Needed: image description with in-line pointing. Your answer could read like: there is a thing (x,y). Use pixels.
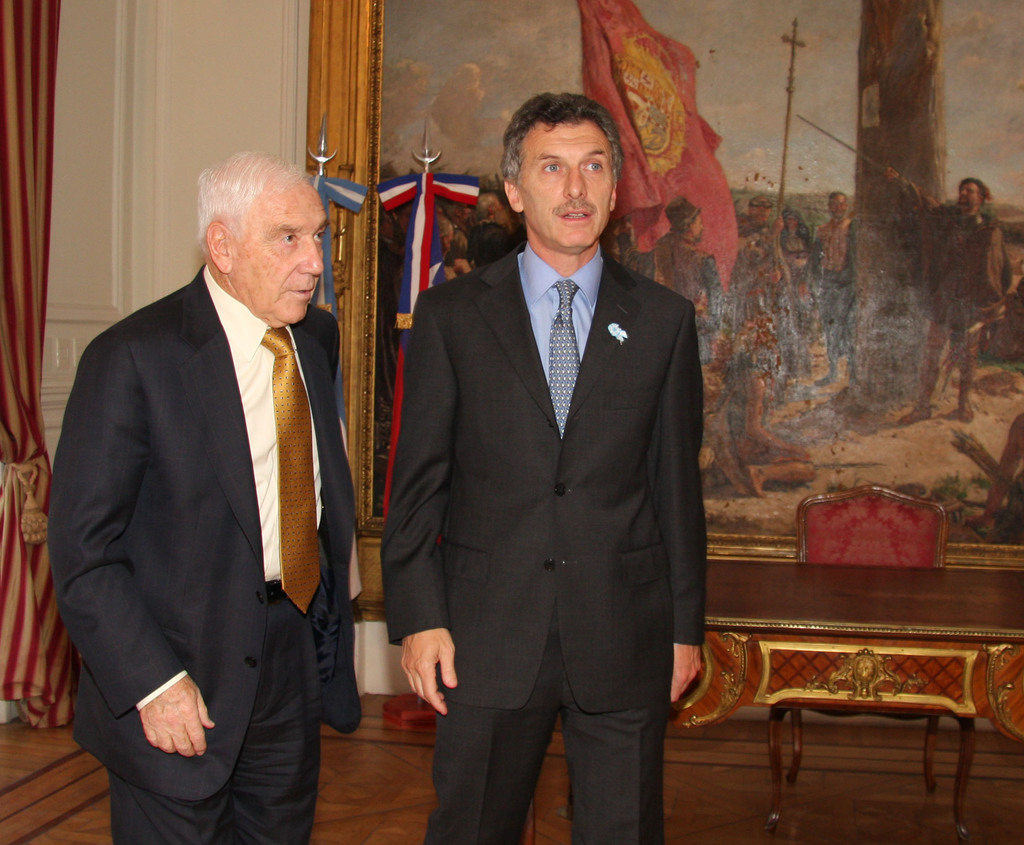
In this picture there are two men (504,529), both of them are wearing blazers (396,509) and trousers (231,786). In the right bottom (851,689) there is a chair (895,561) and a table (872,580). In the background (897,206) there is a painting (457,39). Towards the left (151,272) there is a curtain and a wall (158,178).
